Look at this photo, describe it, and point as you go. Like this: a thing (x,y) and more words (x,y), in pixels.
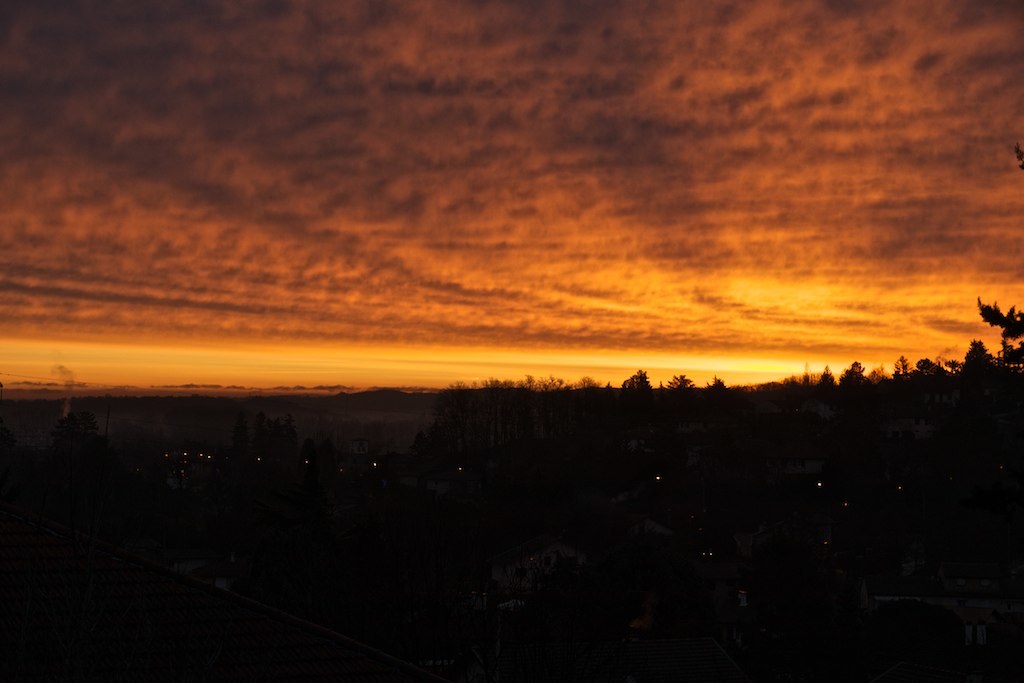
In this image I can see the dark picture in which I can see few trees (847,401) and the sky (488,252).
